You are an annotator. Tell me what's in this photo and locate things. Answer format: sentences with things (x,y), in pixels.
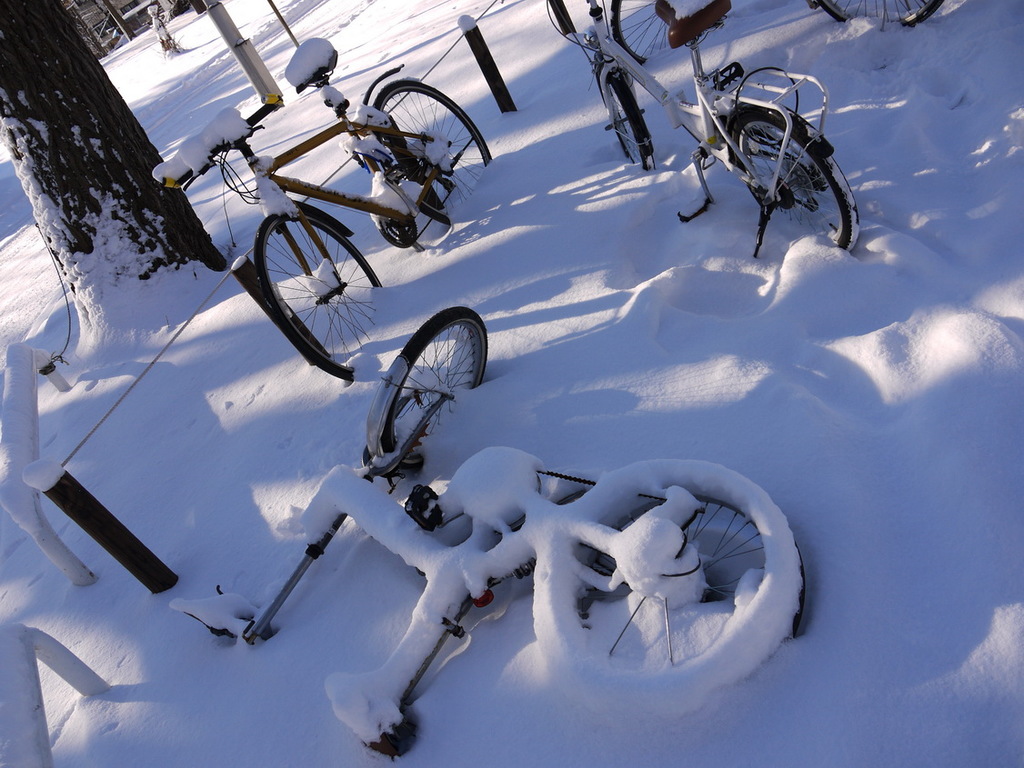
In this image there are so many bicycles (564,559) on the snow (373,225) which are partially covered with snow (724,571), beside them there is a tree trunk (78,111) and road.
